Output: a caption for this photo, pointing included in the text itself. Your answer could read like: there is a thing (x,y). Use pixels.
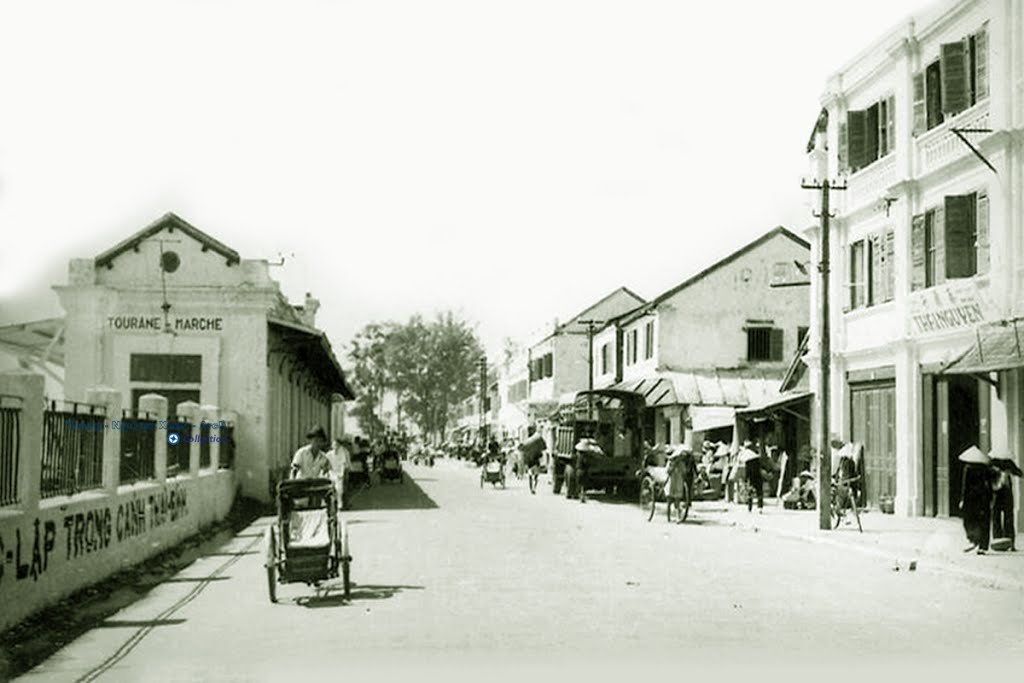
In the center of the image (562,441) there are vehicles (652,502) parked on the road (683,553) and we can see a few people (806,504) are walking on the road (739,565). On the left side of the image (183,431) there is a metal fence (136,441). In the background (353,361) there are buildings (223,374), trees (361,372), current poles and sky (412,120).
